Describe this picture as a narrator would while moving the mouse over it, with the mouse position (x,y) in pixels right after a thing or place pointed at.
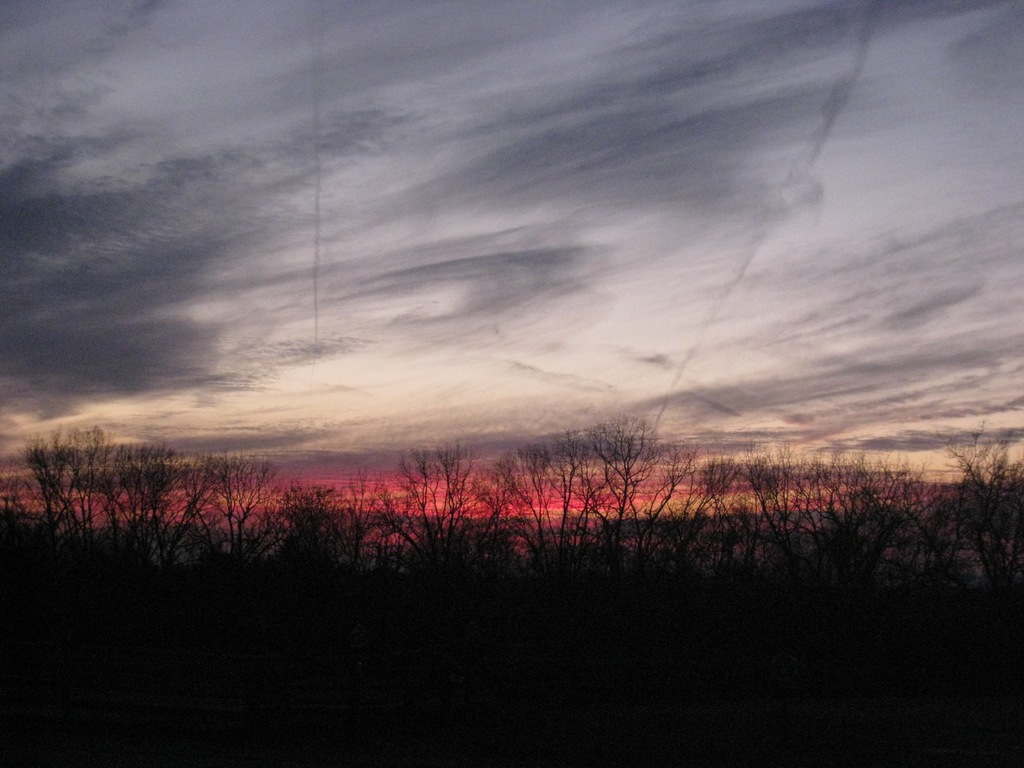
In this image we can see a group of trees (380,621). At the top (914,68) we can see the sky (509,422).
